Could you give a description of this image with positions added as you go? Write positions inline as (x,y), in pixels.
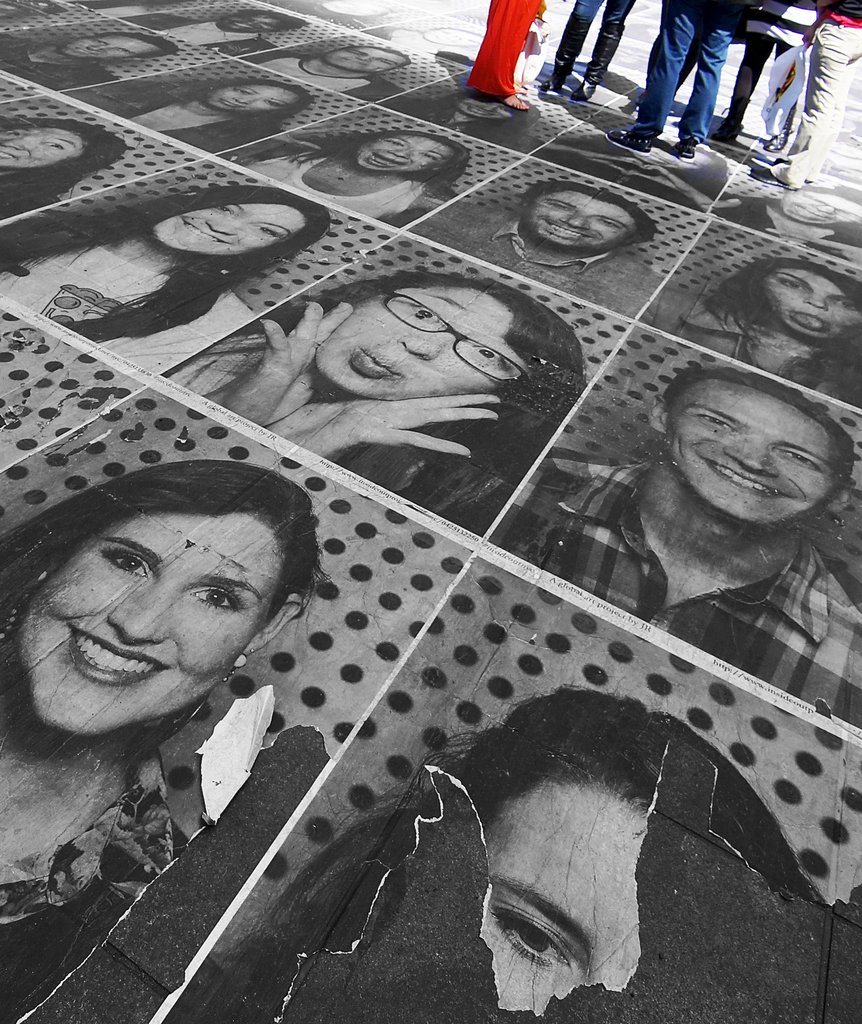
In this picture there is a collage floor (380,315) in the center of the image (441,528), where we can see different types of photographs (445,390) and there are people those who are standing at the top side of the image (839,72).
